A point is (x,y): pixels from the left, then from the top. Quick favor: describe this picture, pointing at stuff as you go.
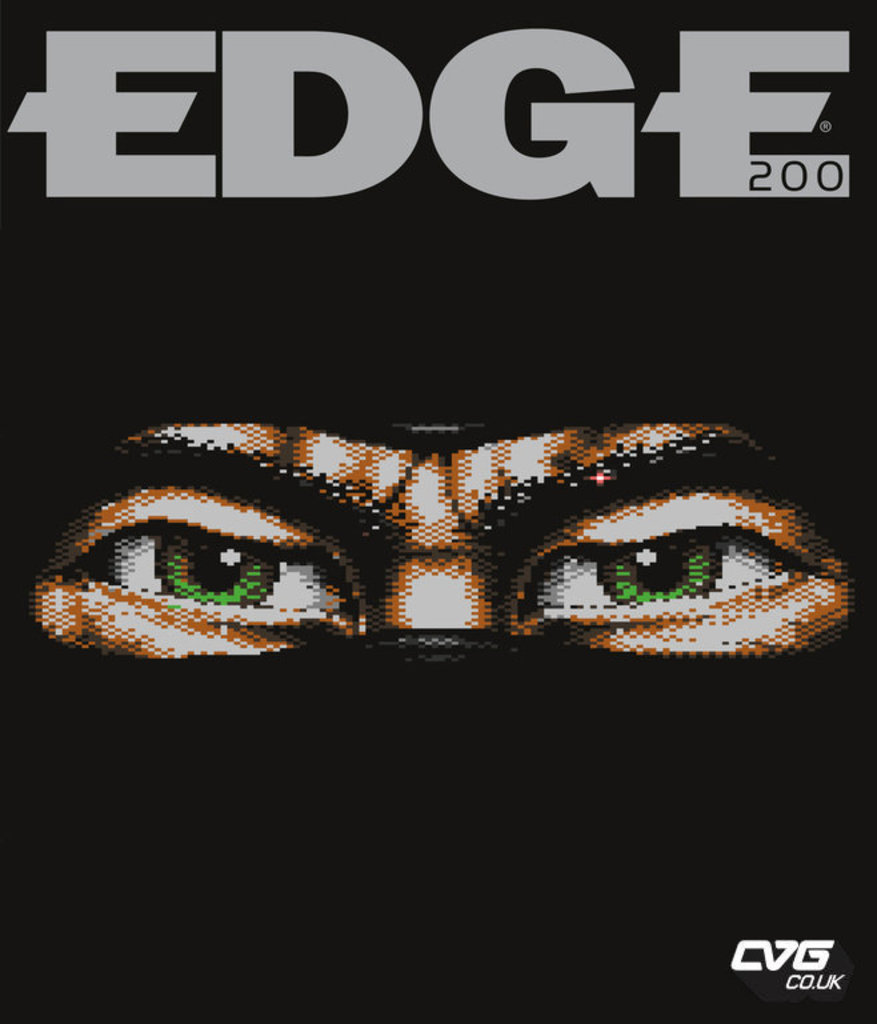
in this image there is a picture of an eyes (797,528) in middle of this image (436,599) and there is a text (602,91) at top of this image (461,80) and there is a watermark (788,959) at bottom right corner of this image (735,974) and there is a black color background (426,316) for this image.
